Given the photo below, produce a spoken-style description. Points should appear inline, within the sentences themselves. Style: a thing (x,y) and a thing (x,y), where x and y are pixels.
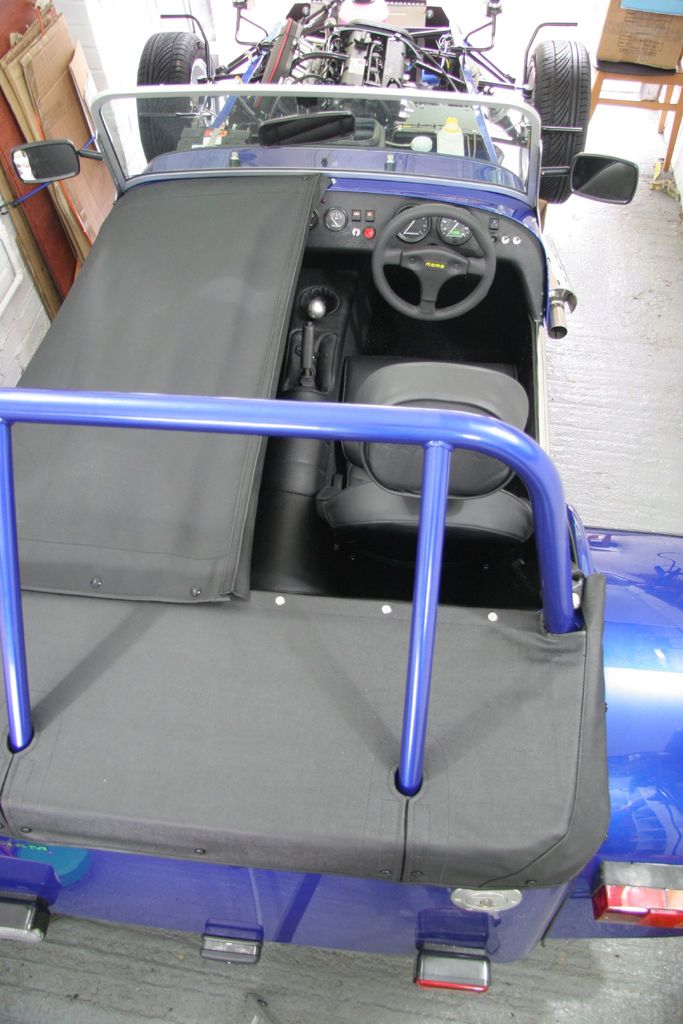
In this image, in the middle (282,500), we can see a vehicle (285,110) which is in blue color and it is placed on the floor (353,973). On the right side (665,83), we can see a table (641,72), on that table (653,79), we can see a box (628,60). On the left side (46,59), we can see some wood boxes (59,55).
